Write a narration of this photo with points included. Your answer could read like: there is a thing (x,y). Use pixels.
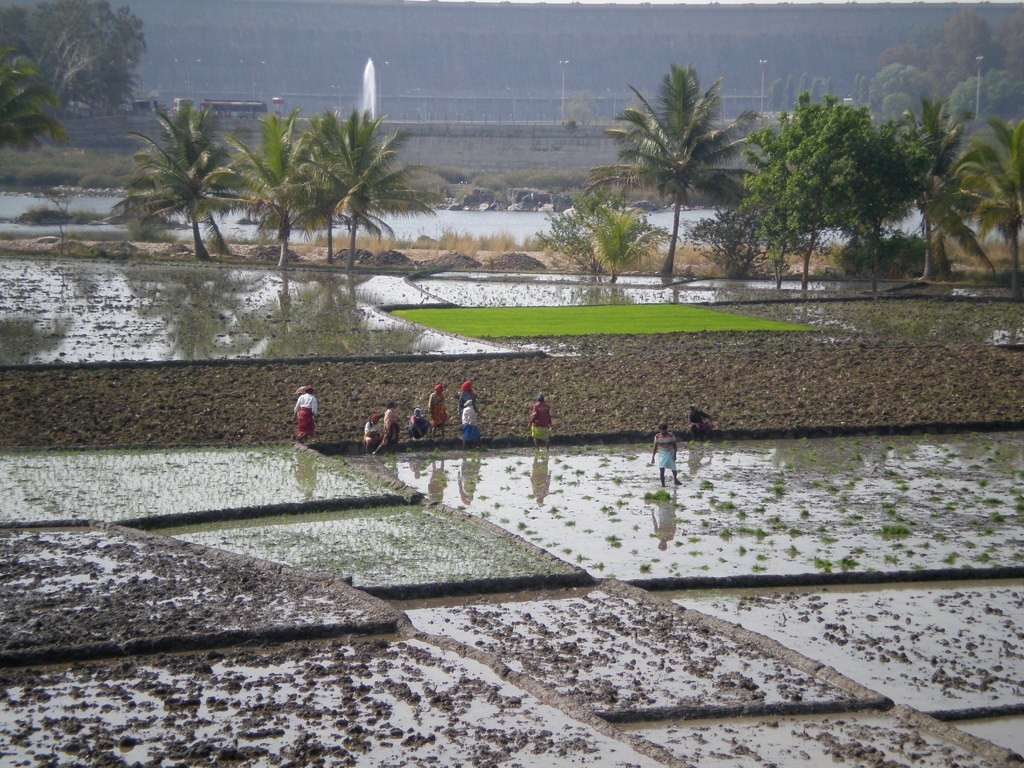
This picture shows few people (297,390) standing and we see fields (442,358), land (432,763) and trees (723,180) and we see water (297,323).
